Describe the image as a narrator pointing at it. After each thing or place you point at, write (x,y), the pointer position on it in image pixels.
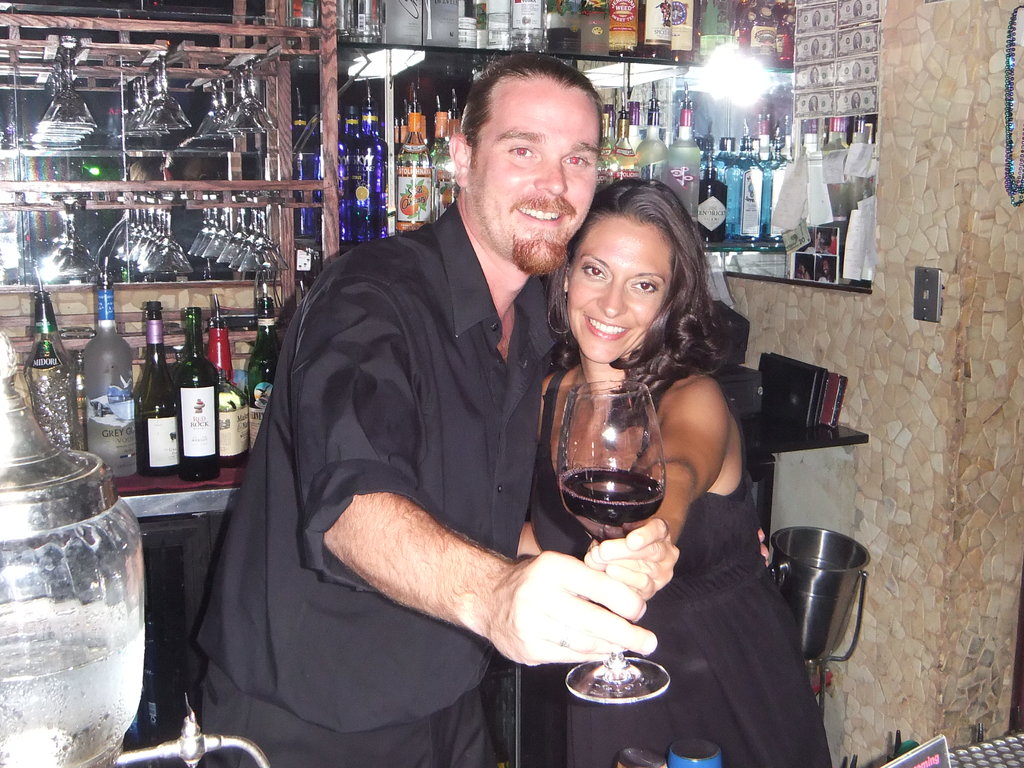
In this picture, we see two people (629,729) one man (353,517) and one woman (614,733). holding a glass (583,516) with wine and we see bottles (374,162) back to them.
